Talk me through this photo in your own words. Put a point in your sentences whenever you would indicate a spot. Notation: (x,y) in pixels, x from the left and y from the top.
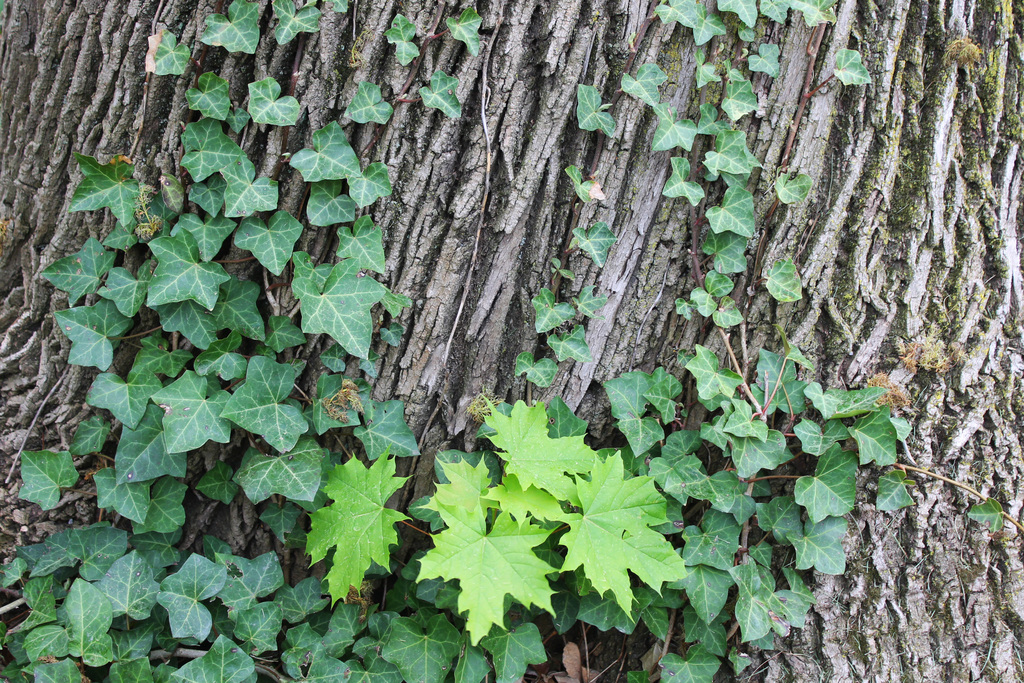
In the center of the image (504,412) we can see a creeper plant (546,523).
